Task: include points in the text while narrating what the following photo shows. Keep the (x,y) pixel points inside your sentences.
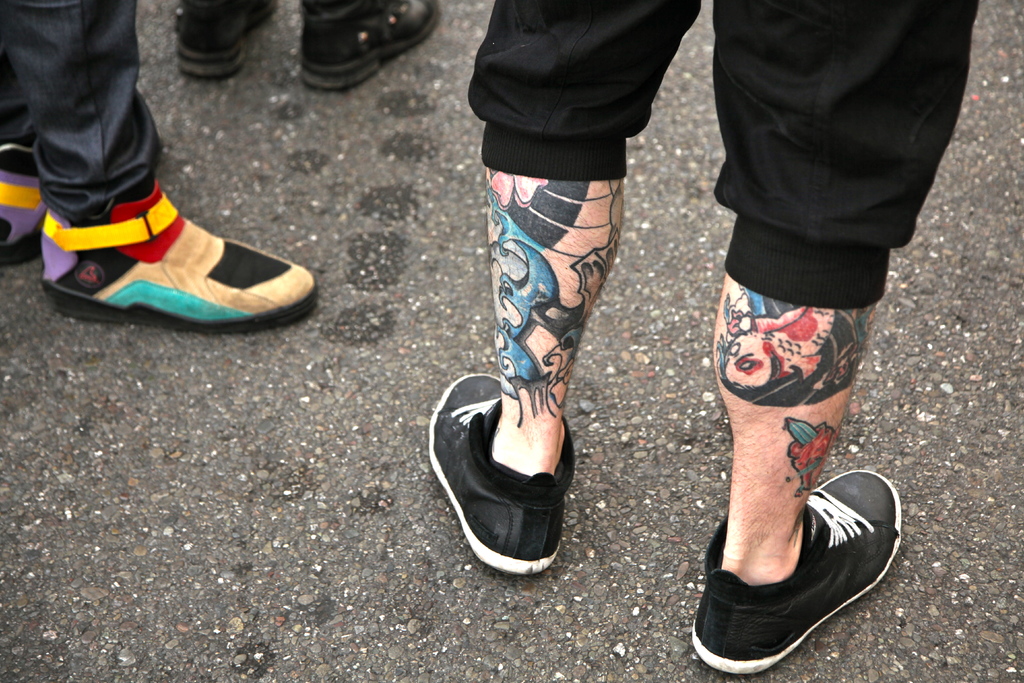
In this picture we can see legs (120,34) of three persons (60,72), these three persons (219,30) are wearing shoes (197,41), at the bottom (668,471) there is road (228,440).
